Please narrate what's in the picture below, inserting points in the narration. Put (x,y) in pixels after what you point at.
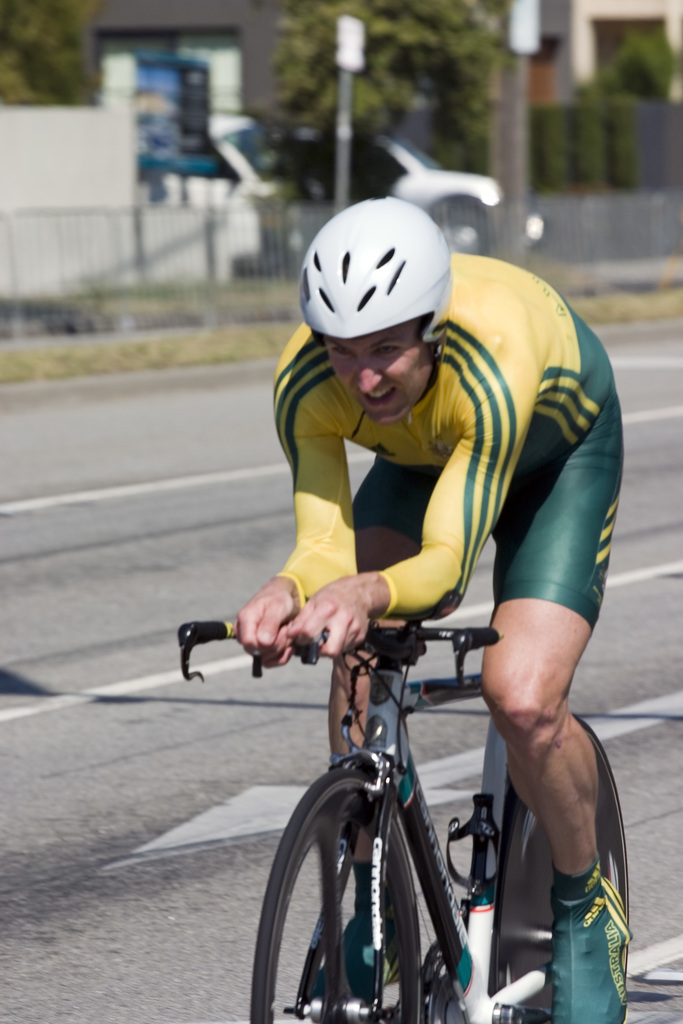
There is a man (459,407) with white helmet (378,237) and green shoes (593,928) in the image, he is riding bicycle (334,903) on the road (162,701). At the background (416,185) there is a car (425,181) under the tree (437,37) and a pole (347,84) beside the white building (71,128).
